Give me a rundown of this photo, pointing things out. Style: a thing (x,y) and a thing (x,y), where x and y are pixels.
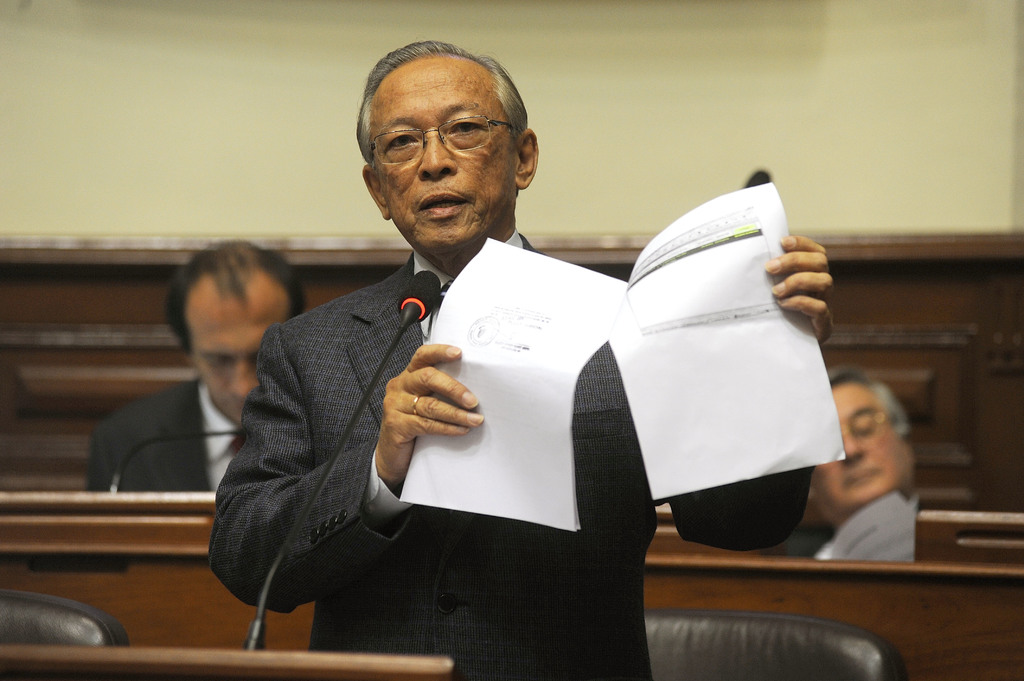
In this image I can see a person (445,88) holding papers (599,282). In front (435,298) I can see a mic (436,279). Back Side I can see two people (197,336) sitting. I can see black color chair (810,641). The wall (865,163) is in cream color.
